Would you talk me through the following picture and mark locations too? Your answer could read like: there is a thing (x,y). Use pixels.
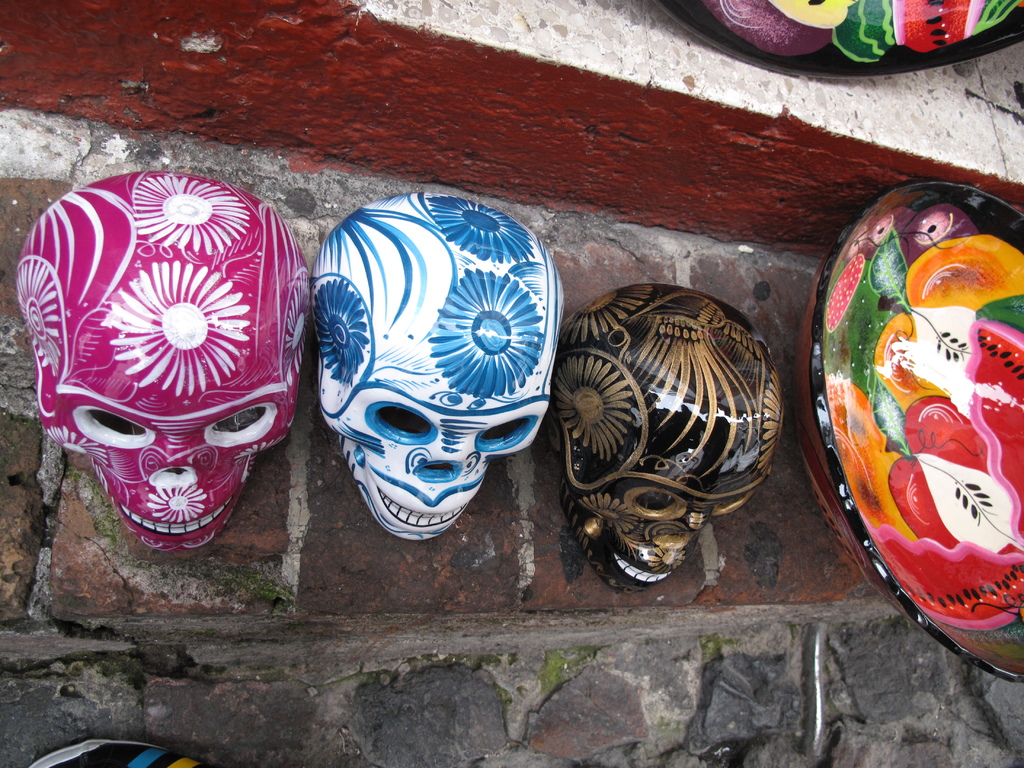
In the picture, there are three skulls (367,441) painted with different arts (550,350) and beside the skulls (668,456), in a bowl (878,328) there is some painting (878,460) and the skulls (496,430) are kept on a step (274,518).
